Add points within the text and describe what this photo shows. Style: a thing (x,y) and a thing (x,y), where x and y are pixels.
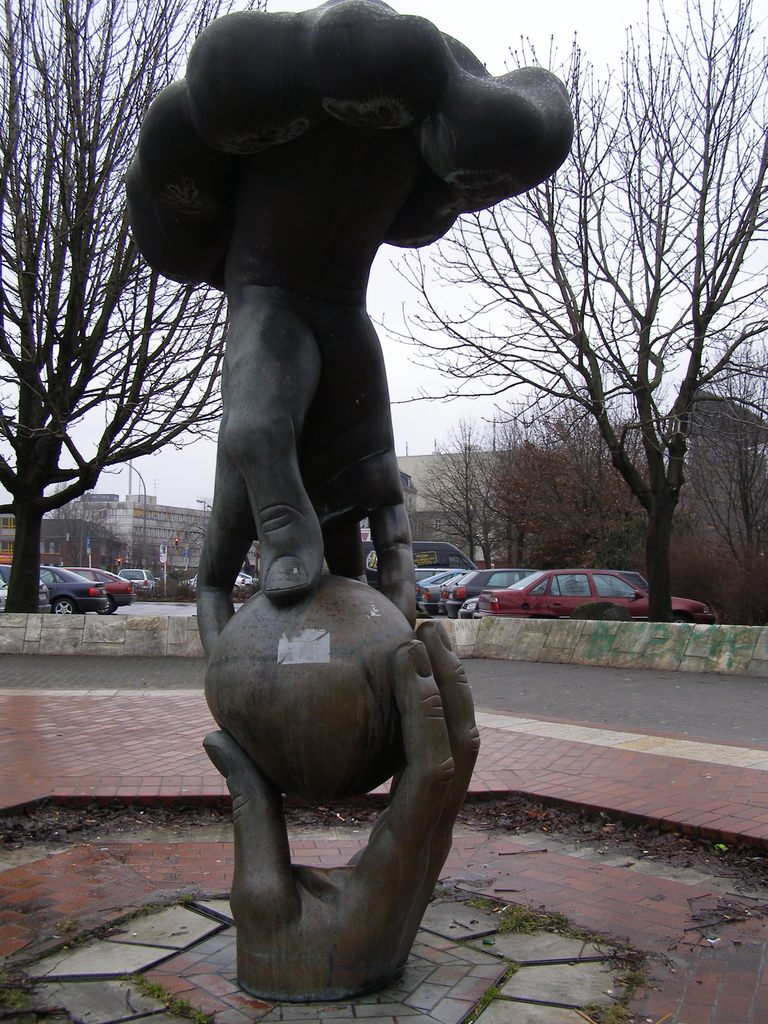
In this picture we can see a statue (320,582). Behind the statue (259,478), there are trees (46,439), buildings (77,553), poles (166,560), a wall (171,635) and the sky (513,22) and there are vehicles (85,572) on the road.
